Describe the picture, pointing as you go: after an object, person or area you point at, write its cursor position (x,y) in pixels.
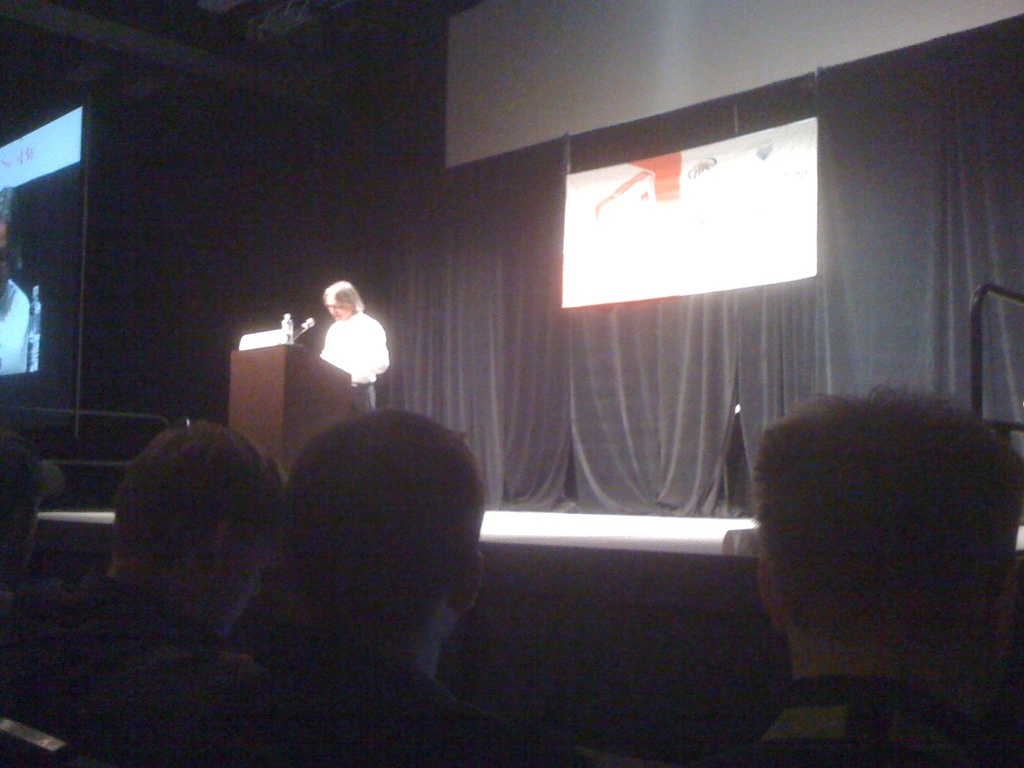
As we can see in the image there are few people (306,579) here and there, screen (56,168), banner (581,236), curtains (499,266), bottles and a mic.
